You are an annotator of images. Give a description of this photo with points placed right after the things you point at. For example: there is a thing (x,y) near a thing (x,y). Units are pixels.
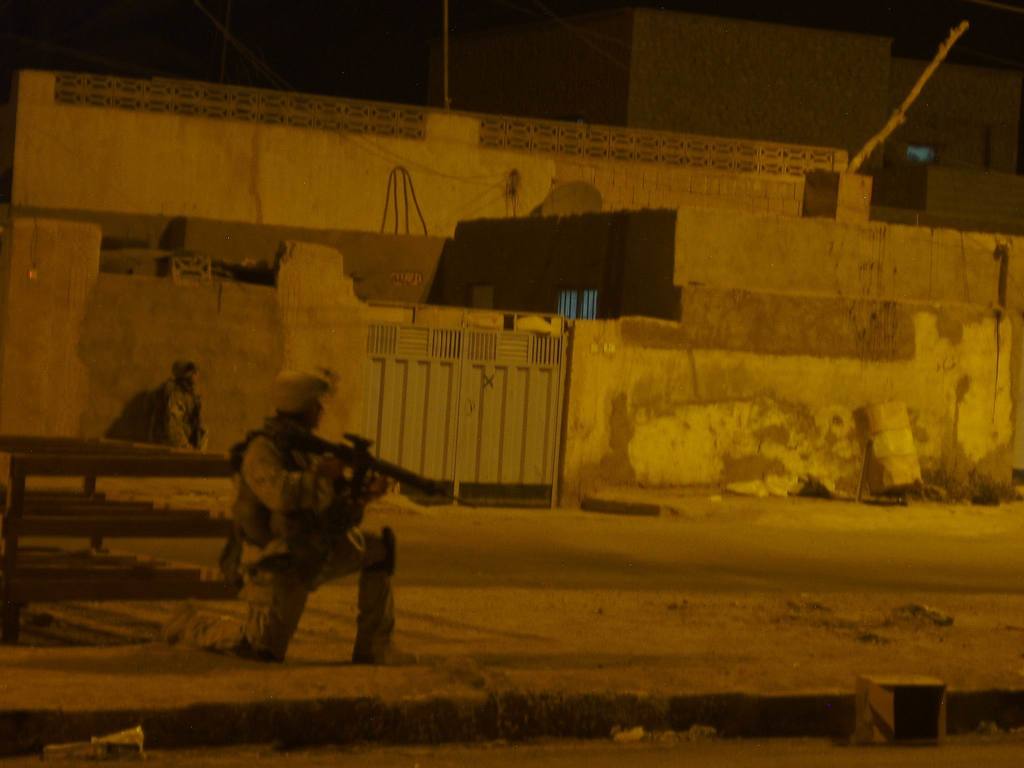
In this image I can see two persons (368,534). I can see a gate (459,455). I can see a building (392,221).
